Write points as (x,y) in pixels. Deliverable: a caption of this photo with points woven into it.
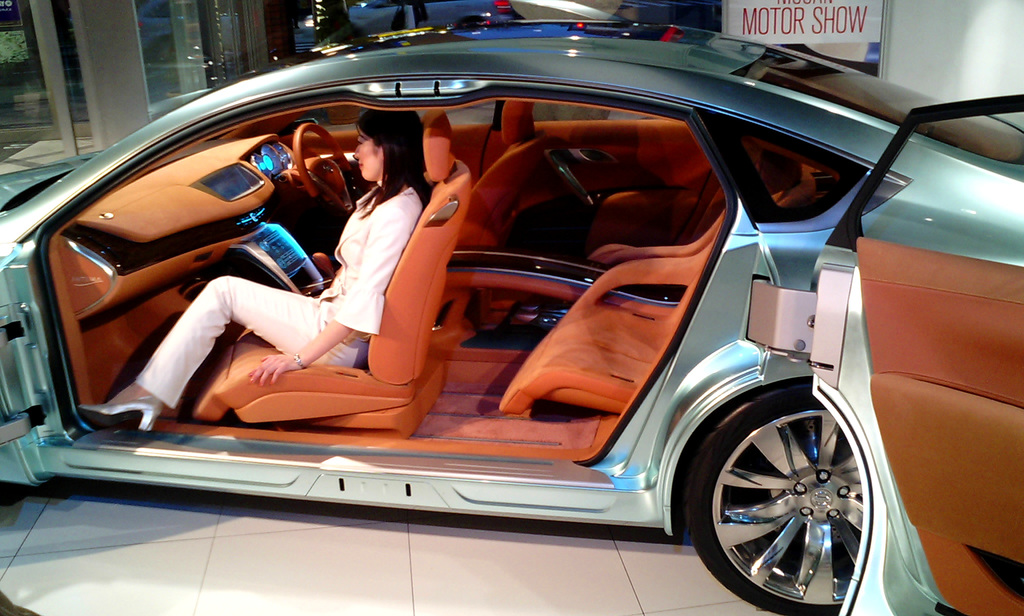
In this picture I can see a car (379,412) and I can see a woman (347,316) seated in the car (328,364) and car doors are opened and I can see a board (842,34) with some text (857,26) and It looks like a show room (221,584).
